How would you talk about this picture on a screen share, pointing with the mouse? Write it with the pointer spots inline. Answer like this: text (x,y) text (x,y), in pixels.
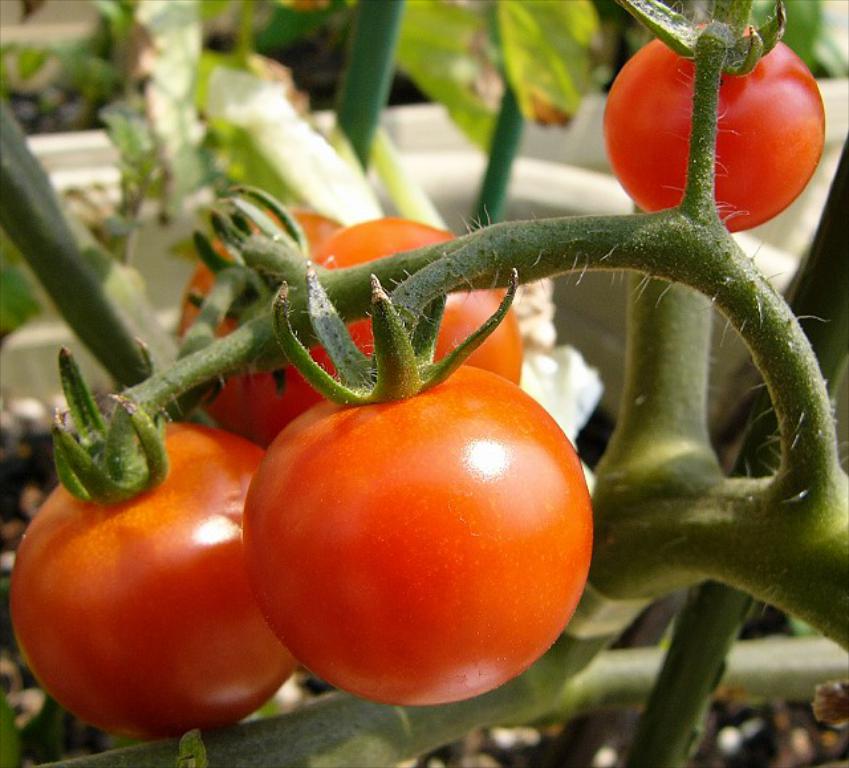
In this picture we can see red color tomatoes (463,304) on the branches (653,224). Here we can see leaves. On the back (590,171) we can see white color object (597,202).
